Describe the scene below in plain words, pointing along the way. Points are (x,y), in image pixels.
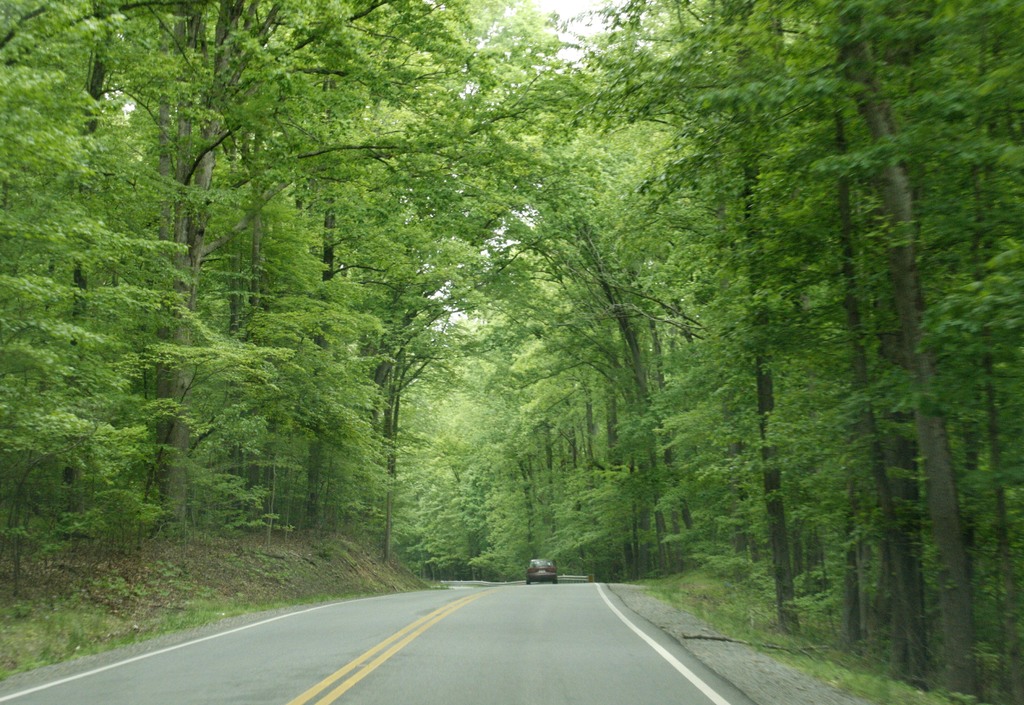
There is a road (419,635). On the road (501,586) there is a car (536,571). On the sides of the road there are trees (716,358).
